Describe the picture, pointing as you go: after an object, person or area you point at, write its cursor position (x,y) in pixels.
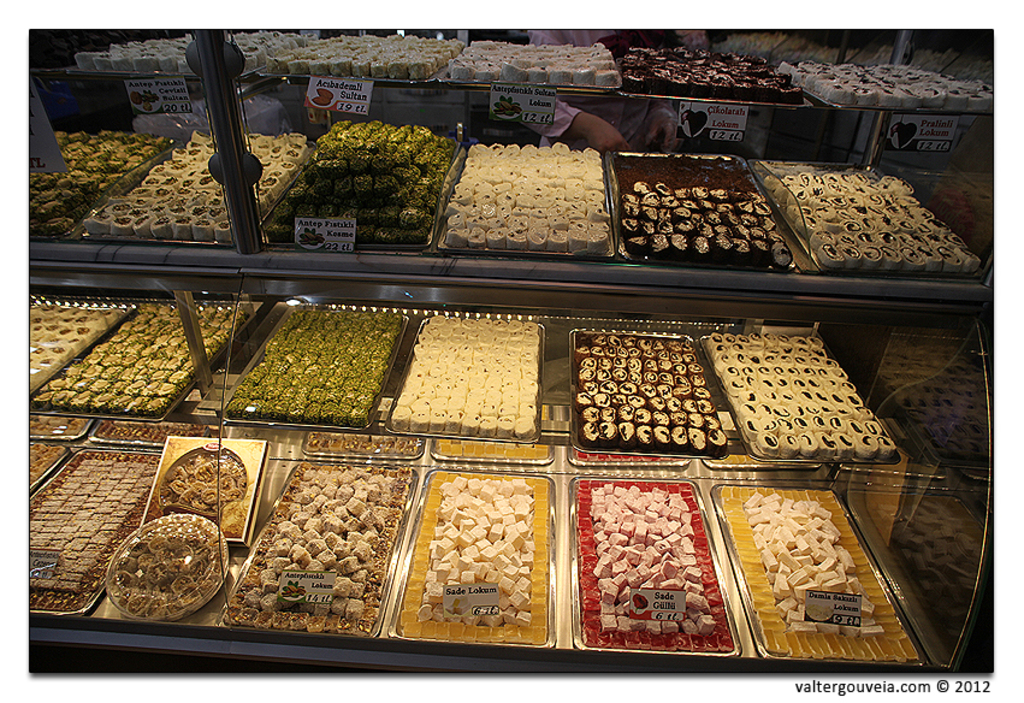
In this image I can see there are few sweets (581,201) visible in the trays (533,525).
